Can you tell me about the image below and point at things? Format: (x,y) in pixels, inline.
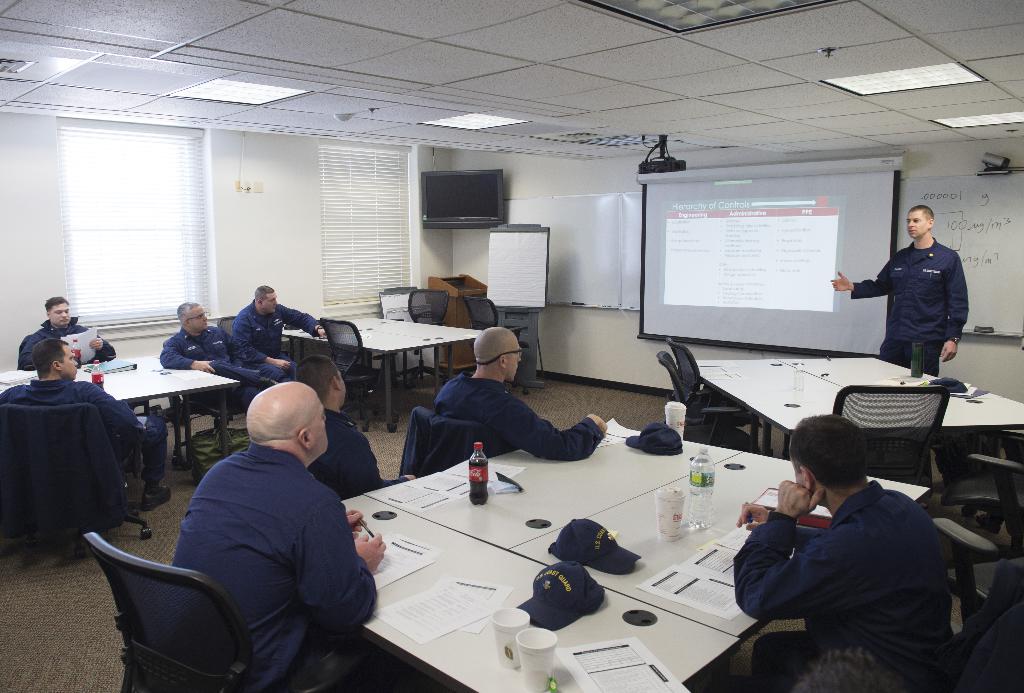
In this picture we can see some people (278,442) are sitting and a person (914,319) is standing on the floor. In front of the people (240,381) there are tables (433,569) and on the tables (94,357) there are bottles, papers (488,463) and cups (672,427). Behind the people (833,452) there is a projector screen (798,264), whiteboards (964,203) and a wall (468,266) with a television (459,215). At the top (485,115) there are lights (876,82) and a projector (675,166).
